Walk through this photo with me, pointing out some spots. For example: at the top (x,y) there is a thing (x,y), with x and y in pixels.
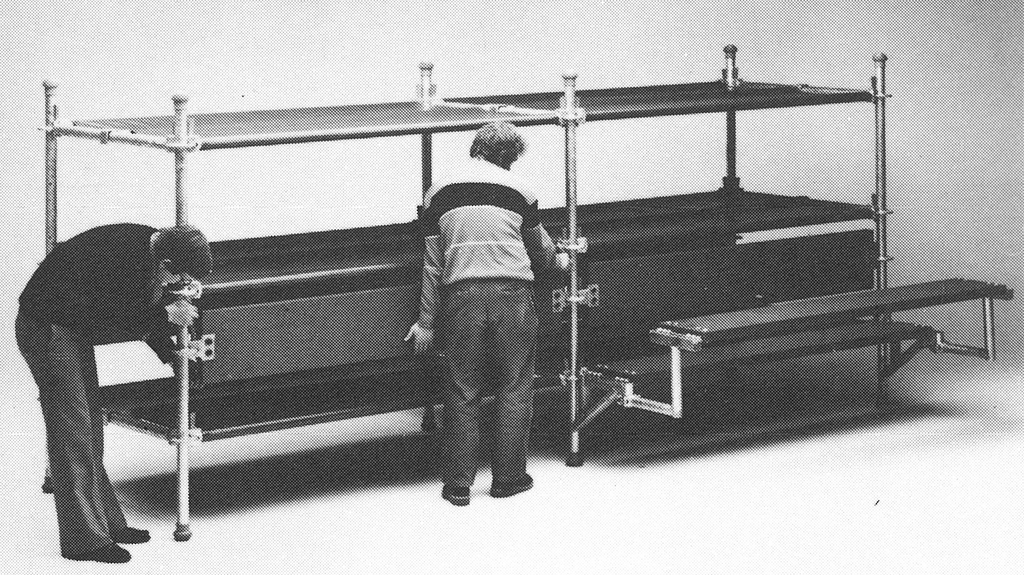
On the left side (72,276), there is a person (76,504) slightly bending and holding a bunk bed (192,359) along with other person (506,433) who is standing and holding the bunk bed (403,304). In the background (124,29), there is white wall (892,68).
